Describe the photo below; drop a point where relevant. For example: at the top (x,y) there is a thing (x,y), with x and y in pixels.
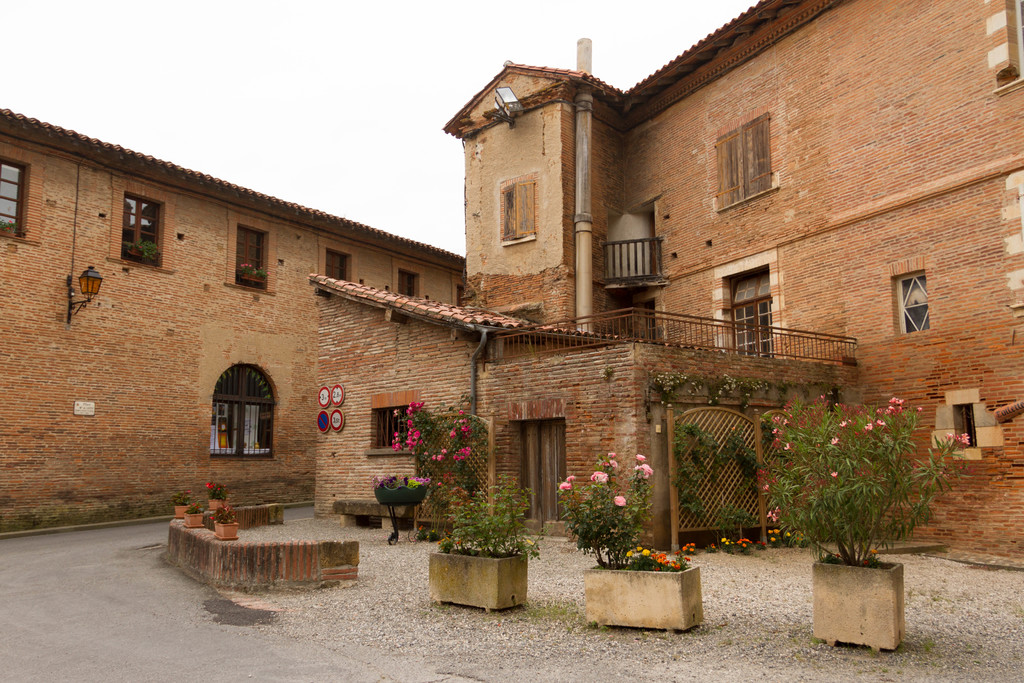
In this image we can see a house (343,344) with roof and windows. We can also see some plants (599,511) in a pot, frames (334,418) and a street lights (88,301) to the wall (295,450). On the backside (317,119) we can see the sky (361,139) which looks cloudy.
